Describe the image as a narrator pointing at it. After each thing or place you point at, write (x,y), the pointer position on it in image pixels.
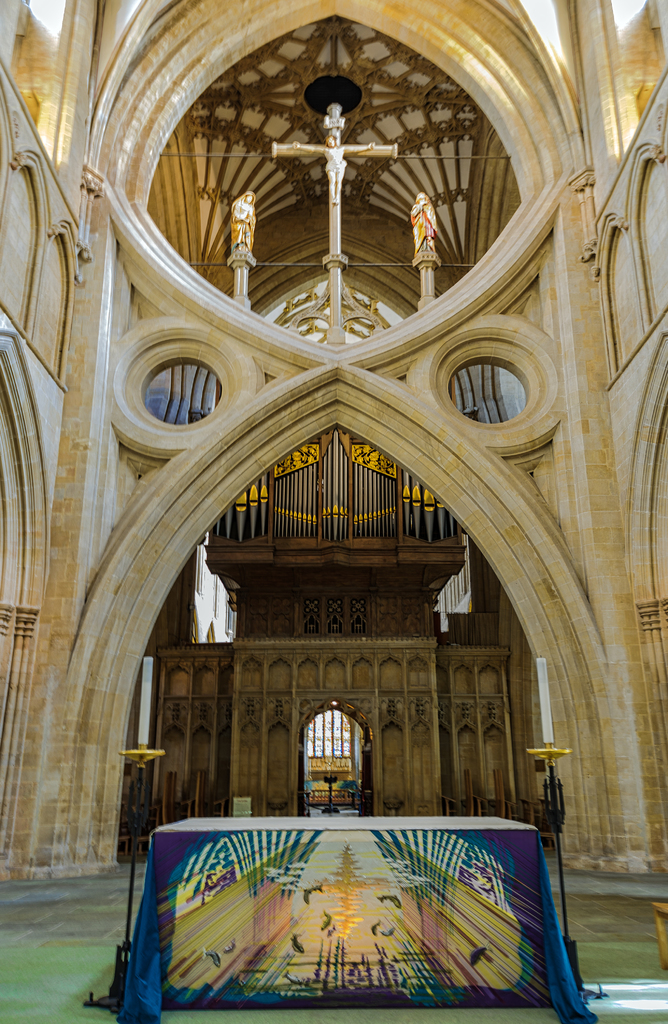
This is inside of a building (64,812). There is a table (303,881) with a cloth (395,847). Near to that there are stands (546,818). There are arches (306,435). There are statues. And there is a cross (330,215) with a statue (344,146). In the back (300,667) there is a wall (411,614).
